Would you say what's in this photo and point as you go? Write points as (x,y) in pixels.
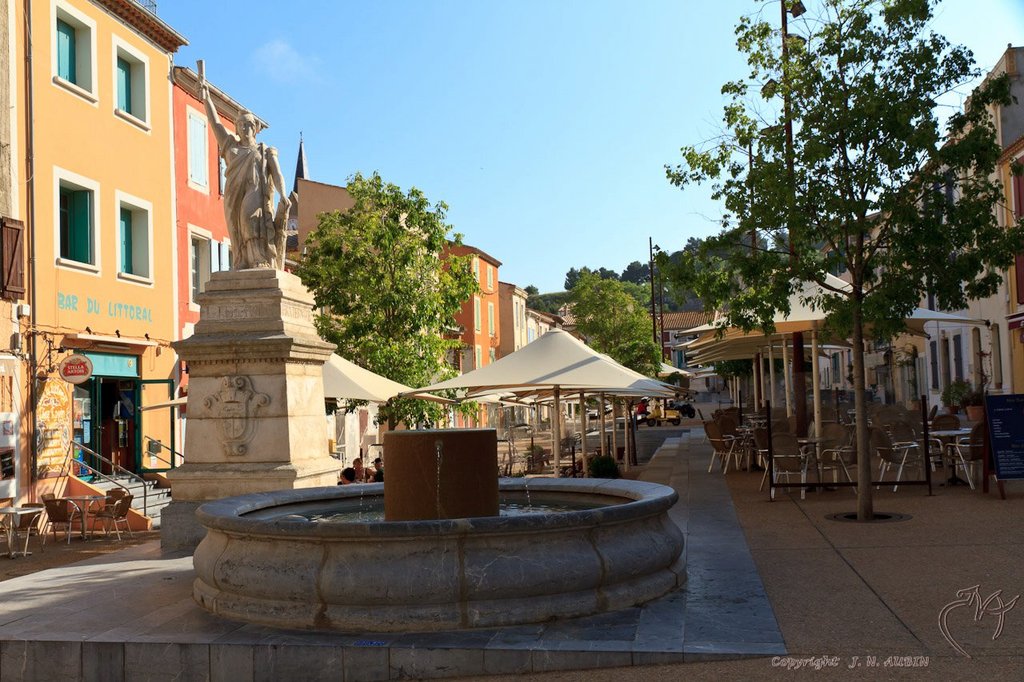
In this picture we can observe statue (251,211) which in white color. We can observe some water (359,517) here. There are some trees (360,230). There are some buildings (161,279) on either sides of the picture. We can observe some chairs (773,442). We can observe that there is a sky (422,118).
